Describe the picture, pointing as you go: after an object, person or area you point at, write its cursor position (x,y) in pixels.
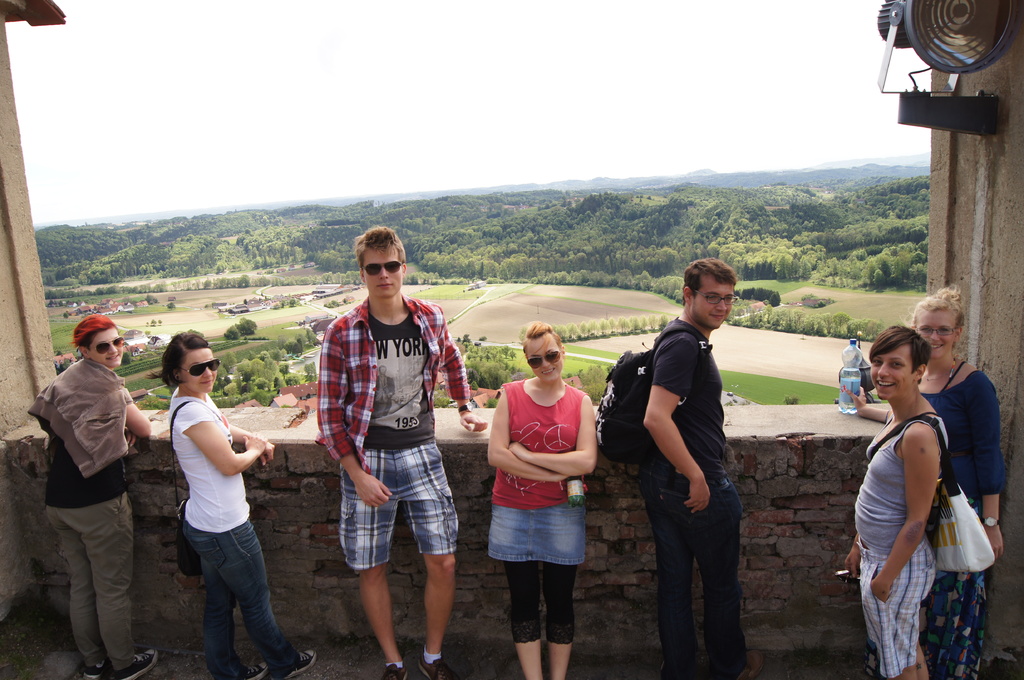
In this image, we can see people (384,518) standing and some are wearing bags (635,455) and glasses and some are holding some objects (857,372). In the background (970,198), there is a wall (974,247) and we can see trees (558,330), vehicles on the ground (460,300) and some sheds (311,385). At the top (326,64), there is sky (326,64).
